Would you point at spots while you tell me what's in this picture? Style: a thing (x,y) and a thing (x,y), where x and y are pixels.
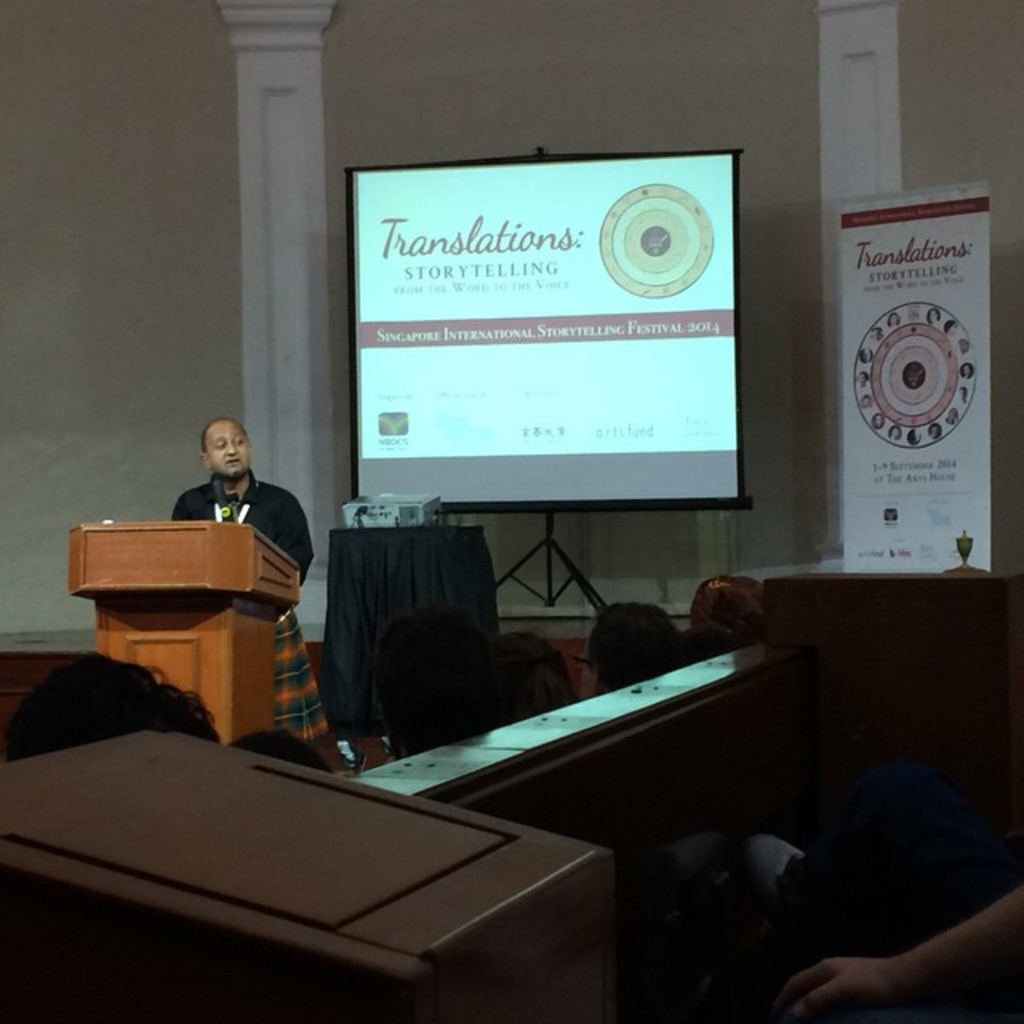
This is a hall (361,557) in which one of the guy (224,475) is standing in front of the podium (209,599). This guy (224,448) is speaking with a microphone (221,497) which is located on the podium (229,536). Some people (703,618) are listening to this guy (220,511) who are sitting in front of him. We can observe projector screen display (516,332) near the wall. There are pillars (258,356) on either side of this projector display screen (469,436). In the background (559,104) we can observe a wall (136,212).
